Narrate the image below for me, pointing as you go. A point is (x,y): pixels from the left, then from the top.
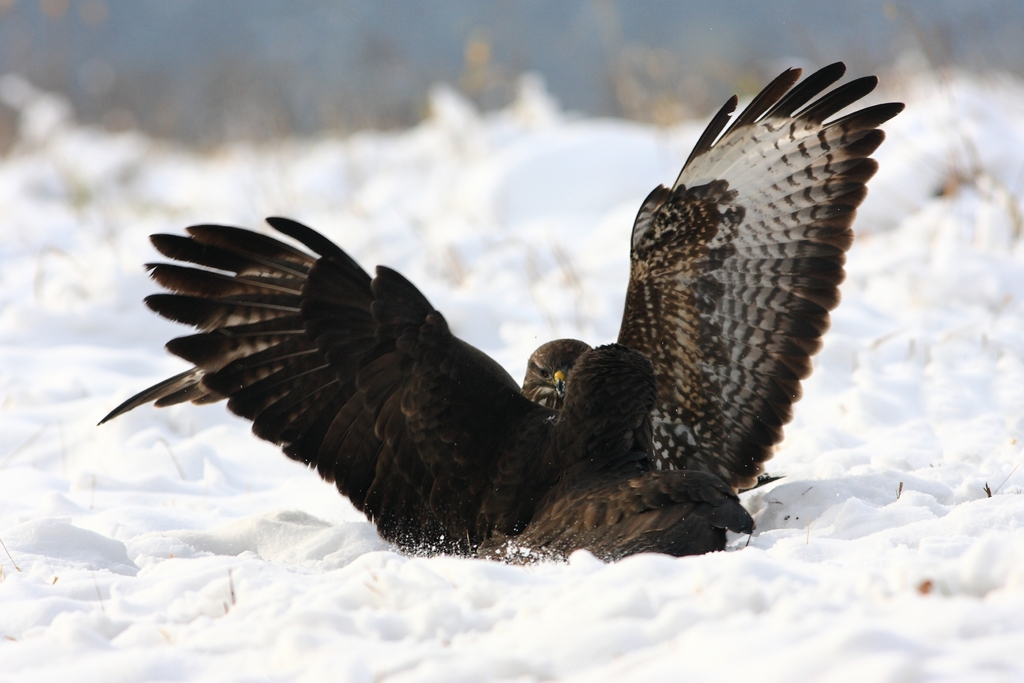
In this image we can see birds (527,402) on the snow (511,326), and the background (306,133) is blurred.
